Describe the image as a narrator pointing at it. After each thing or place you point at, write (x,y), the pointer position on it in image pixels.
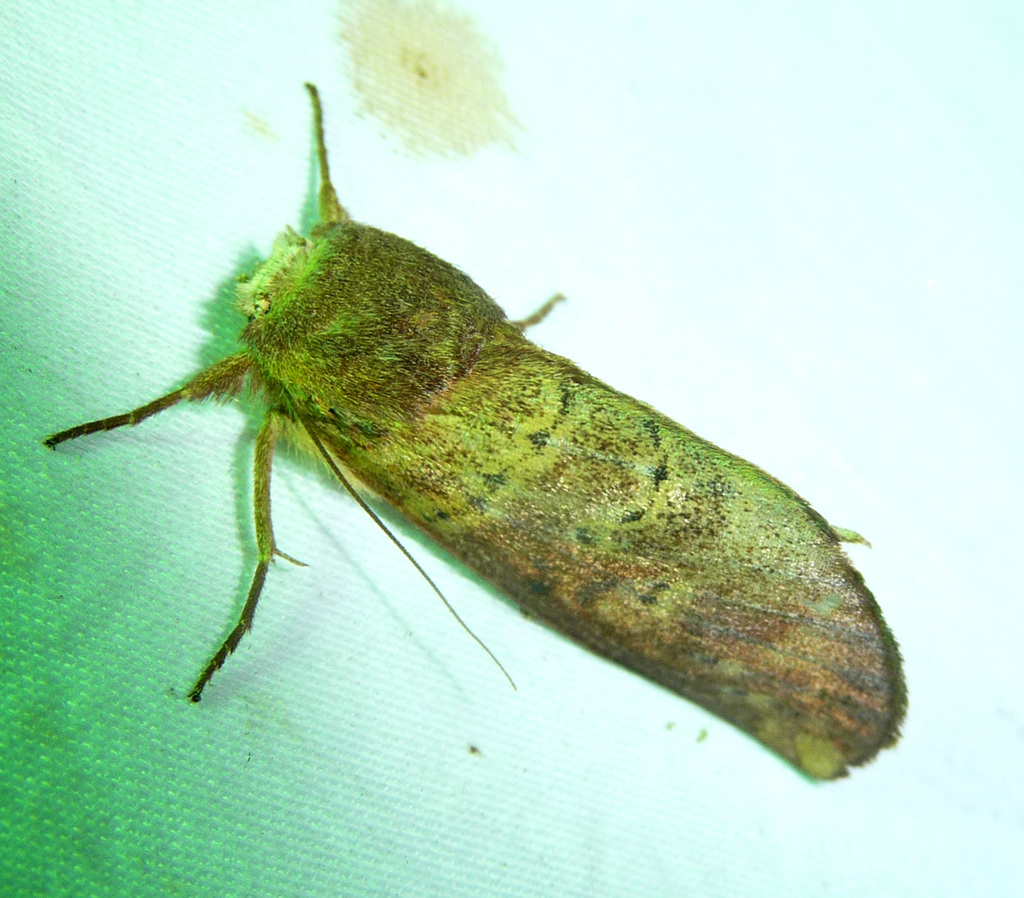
As we can see in the image there is an insect (425,424).
